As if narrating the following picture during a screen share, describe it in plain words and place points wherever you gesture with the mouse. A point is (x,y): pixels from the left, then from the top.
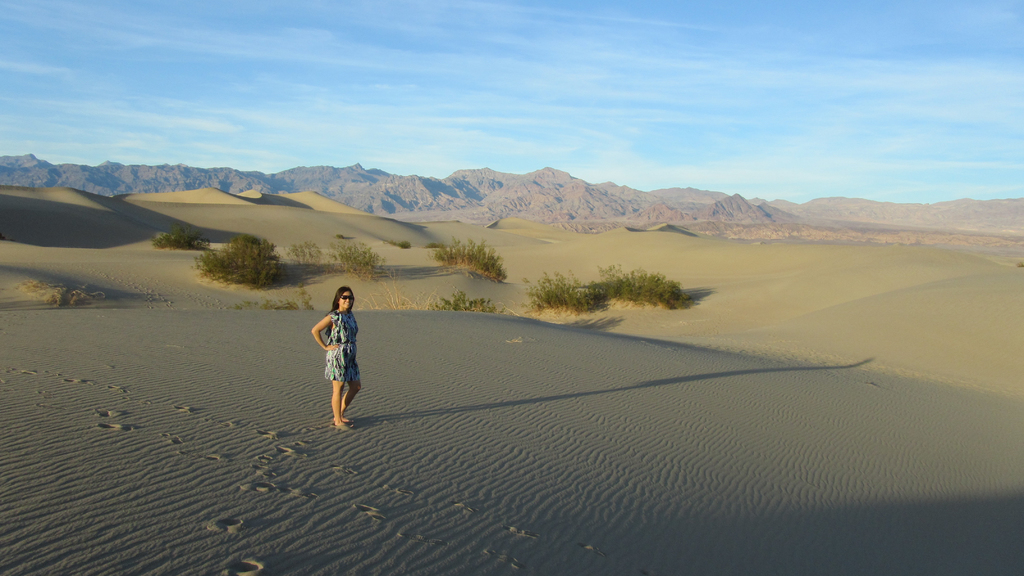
In this picture there is a woman (346,352) wearing goggles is standing on the sand (361,345) and there are few plants (460,302) behind her and there are mountains (549,184) in the background (532,188).
